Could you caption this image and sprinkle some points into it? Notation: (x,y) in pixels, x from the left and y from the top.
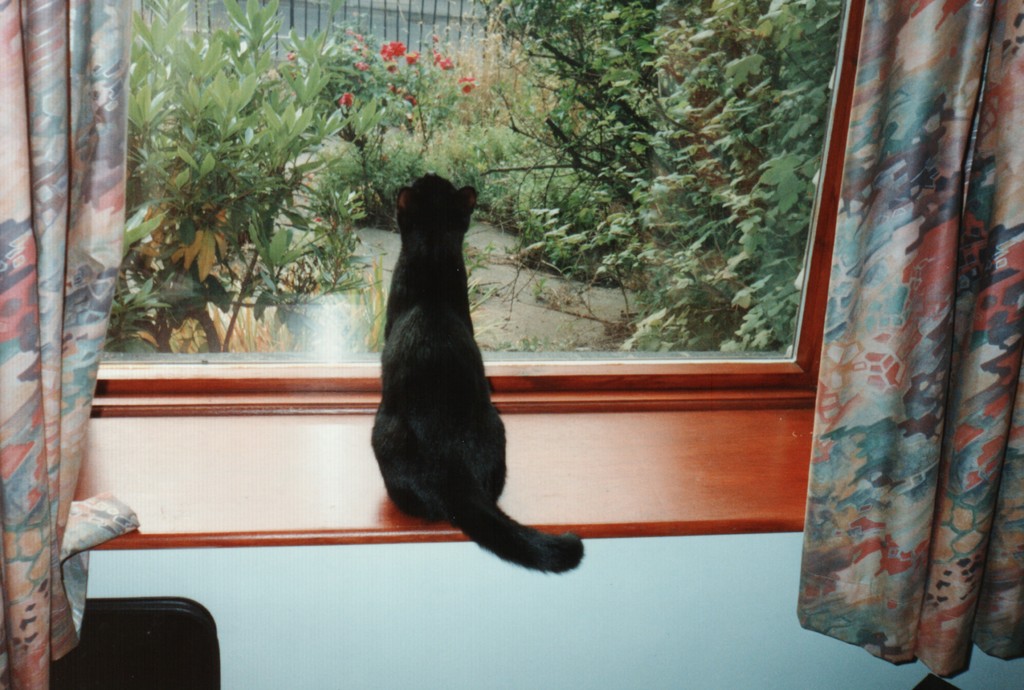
In this picture we can see curtains (910,355), black object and wall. There is a cat (424,421) sitting on the platform (382,507), in front of a cat (423,404) we can see glass window (294,367), through this glass window (641,176) we can see plants (320,126), flowers (468,81) and grille (296,14).
